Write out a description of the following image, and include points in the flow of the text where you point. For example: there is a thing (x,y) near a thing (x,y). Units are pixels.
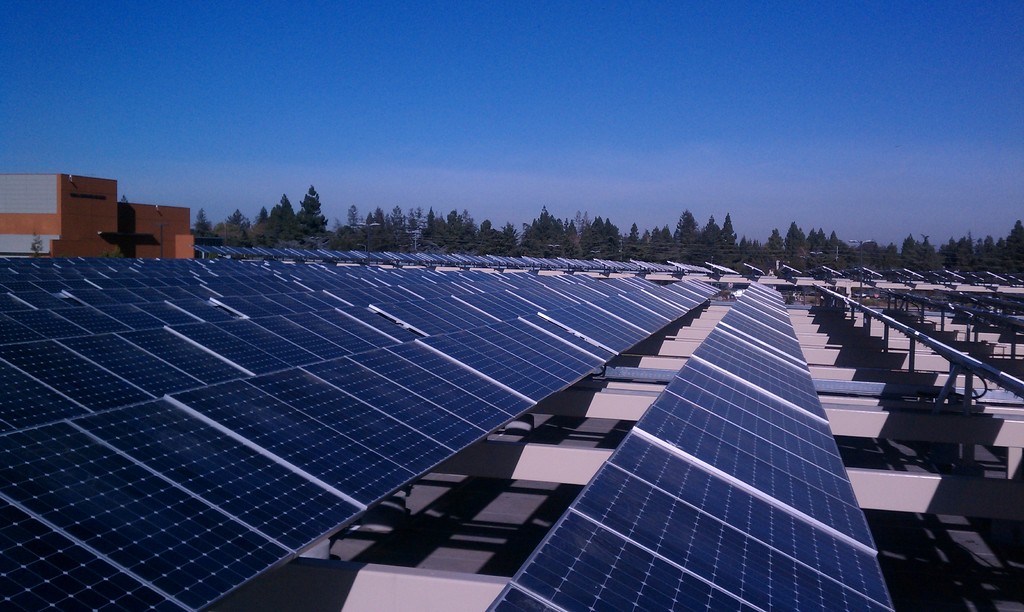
In this picture we can see a few solar panels (639,552) throughout the image. We can see the orange objects (81,252) on the left side (147,222). There are a few trees (437,223) visible in the background (889,252).
